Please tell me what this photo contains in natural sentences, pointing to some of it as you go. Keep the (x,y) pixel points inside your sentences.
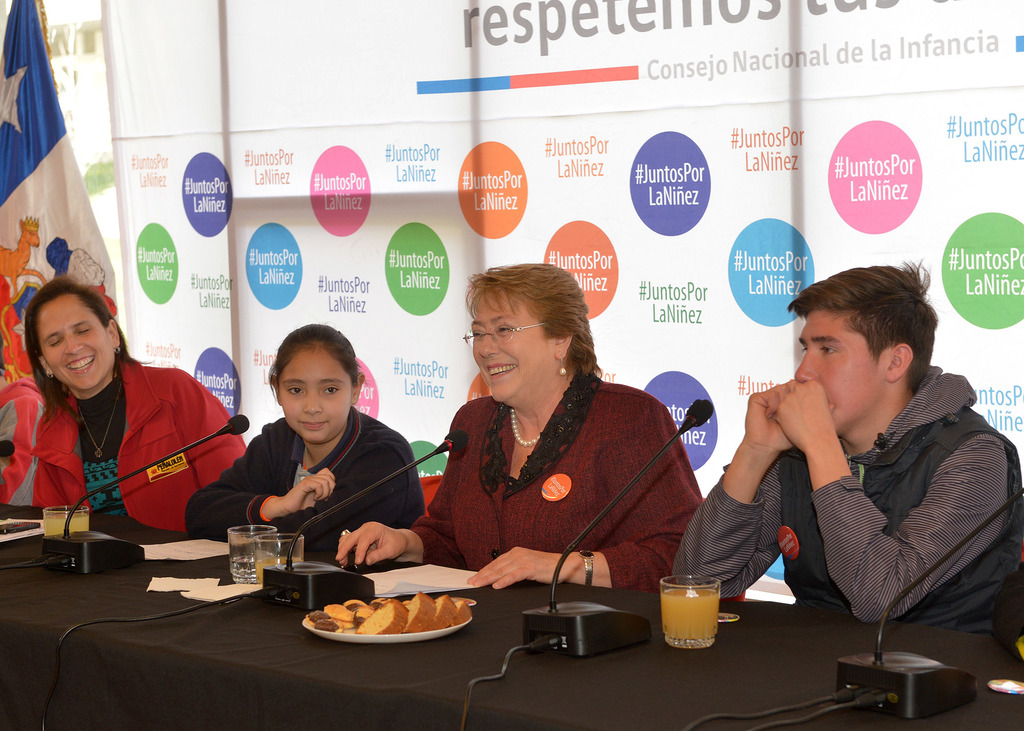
In this image we can see four persons (505,467) are sitting on the chairs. Here we can see a table (260,687), cloth (191,674), mics (604,643), plate (322,636), food (413,603), glasses (278,544) with liquid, papers (214,587), and cables (466,698). In the background (203,211) we can see a banner (263,31) and flag (50,57).
